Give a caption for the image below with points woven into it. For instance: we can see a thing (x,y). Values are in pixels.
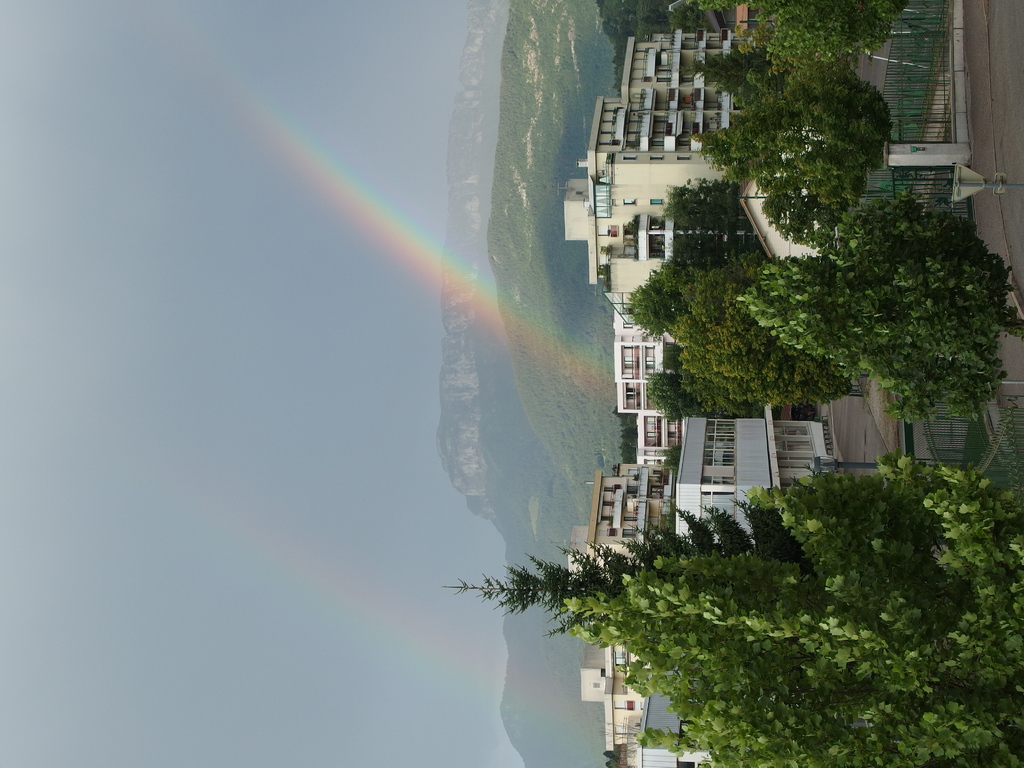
This picture is clicked outside. In the foreground (774,673) we can see the trees (817,177), metal fence (923,442) and the buildings (676,727) and some other objects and we can see the poles (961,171). In the background (444,373) we can see the sky (183,216), rainbow (327,193), hills (562,446) and the green grass (569,158).
